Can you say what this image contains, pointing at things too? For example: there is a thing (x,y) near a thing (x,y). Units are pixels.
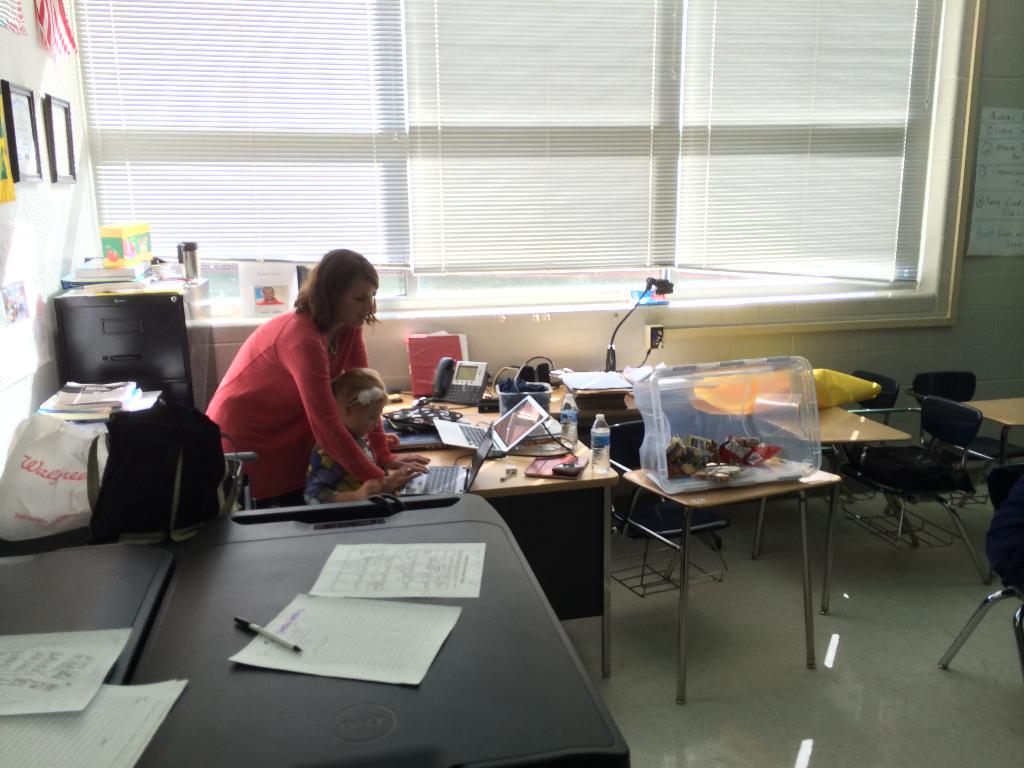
The women (278,380) wearing pink dress (291,396) is operating a laptop (452,471) which is placed on the table (483,473) and there is a kid (363,428) looking at the laptop (456,488) in front of her and the table (464,406) consists of a laptop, telephone (461,369) and some other objects (509,419) on it and there are few chairs (894,404) and tables (860,416) in front of her.
